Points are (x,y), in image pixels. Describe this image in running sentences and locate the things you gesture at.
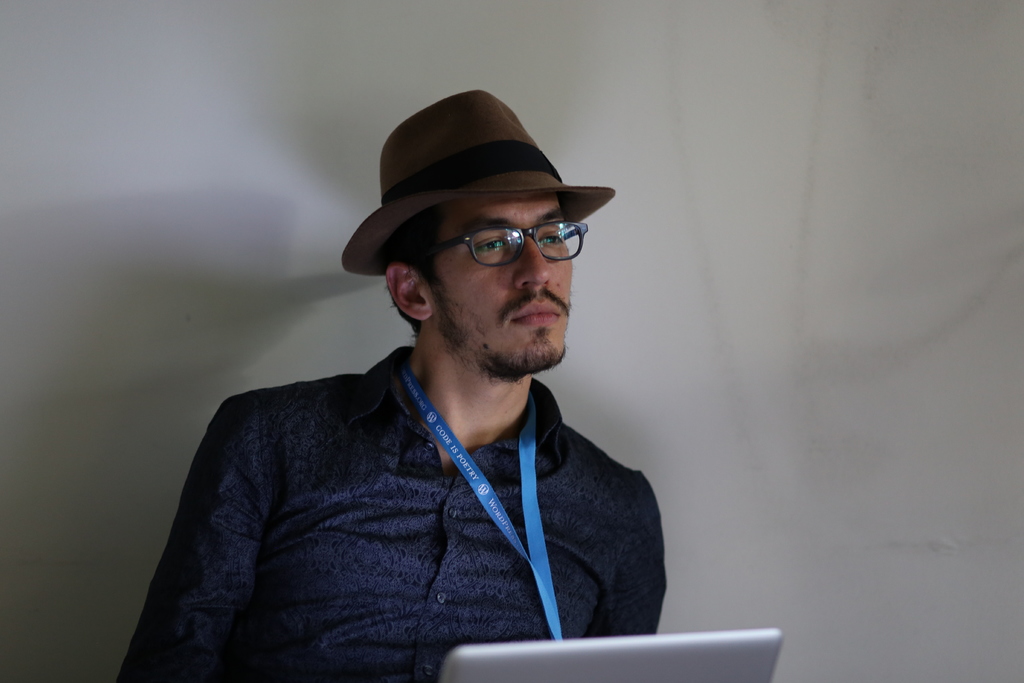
In the image we can see a man (267,449) wearing clothes (302,499), identity card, spectacles (467,234) and hat (455,185). This is a device (712,639) and the wall (850,368).
